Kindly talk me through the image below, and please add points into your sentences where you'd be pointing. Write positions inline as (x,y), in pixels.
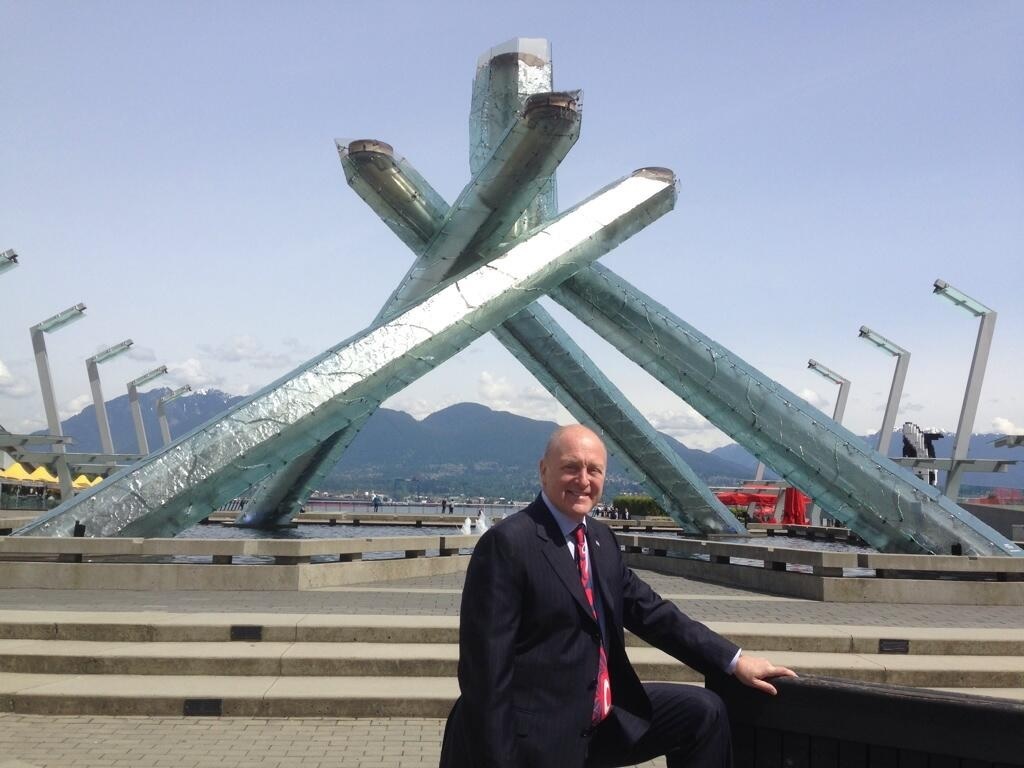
In this image I can see a person (563,655) wearing black color dress (570,653) is standing. I can see few stairs (282,635), the water (294,532), the railing (348,544), a plaza (410,512), few persons (376,503) on the plaza (335,520), few trees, few yellow colored tents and few mountains (456,438). In the background (849,428) I can see the sky (329,180).
